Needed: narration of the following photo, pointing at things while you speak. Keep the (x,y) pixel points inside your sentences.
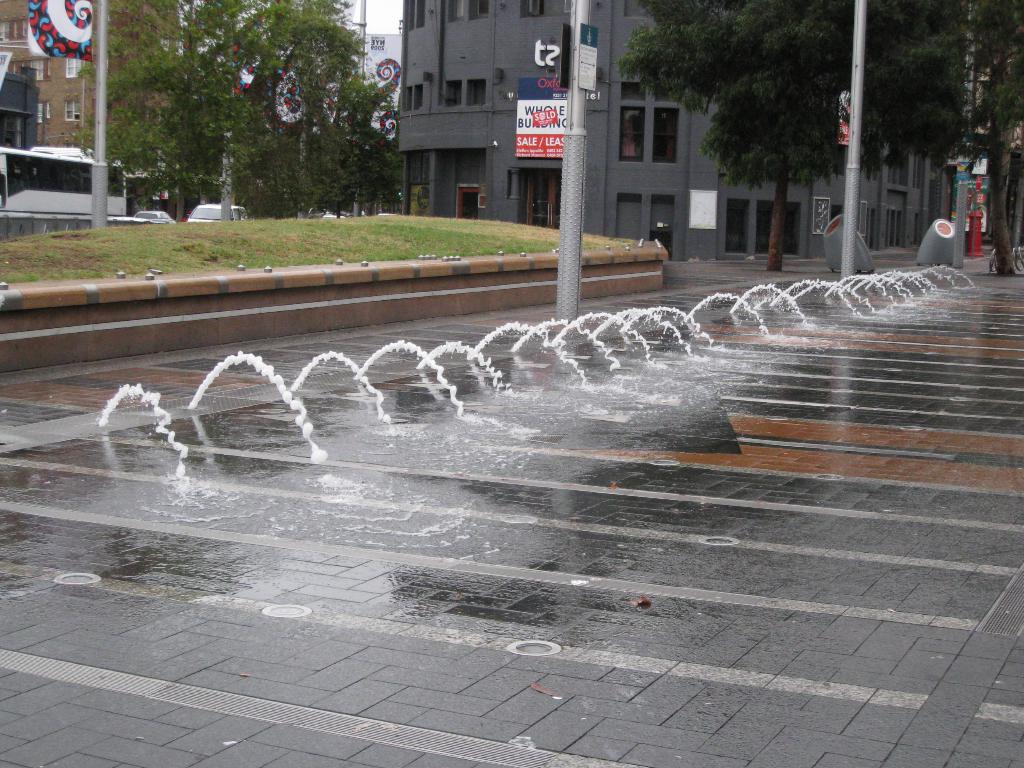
In this picture I can see buildings (483,97), trees (721,114) and few poles (855,252) and I can see couple of boards (544,110) with some text (529,110) and there are few cars (199,215) and a bus (123,174) and I can see water fountains (799,320).
